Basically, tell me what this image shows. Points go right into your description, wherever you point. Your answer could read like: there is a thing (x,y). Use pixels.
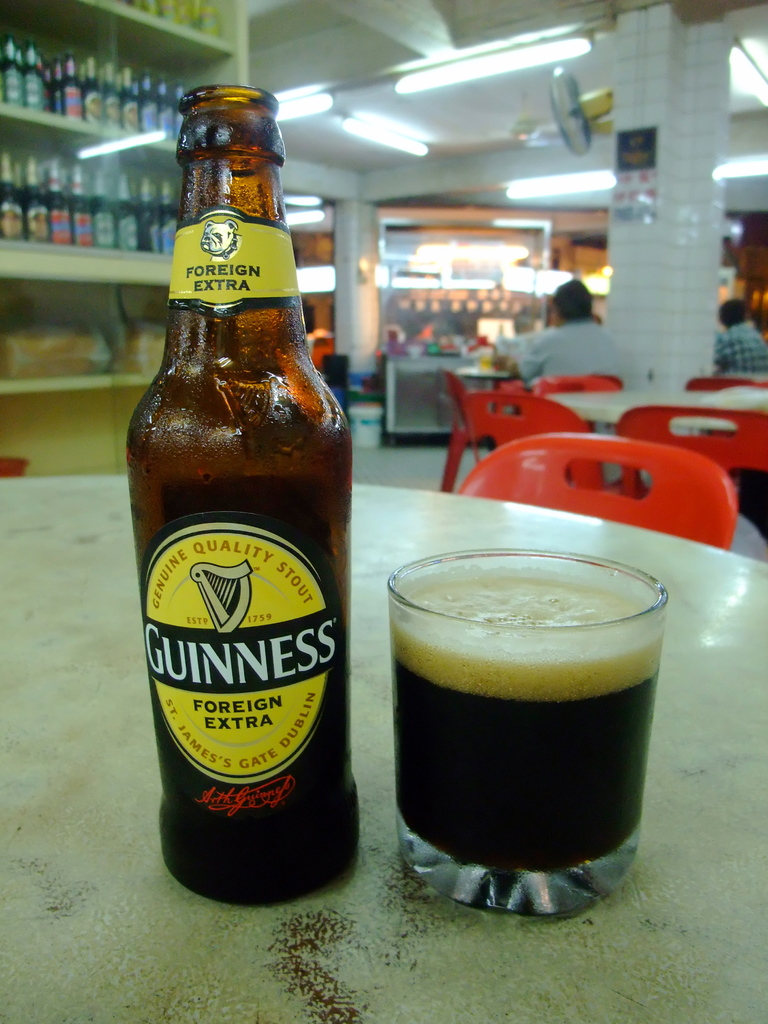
There is a drink bottle (203,530) which has foreign extra written on it and there is also a glass (496,722) filled with drink (543,747) in it and these two are placed on a table (350,924) and there are many drinks (92,98) which are on the top left corner (92,183) and the chairs (583,433) are red in color, The tube lights (471,76) and a yellow fan (591,110) are attached to the wall (617,112).
